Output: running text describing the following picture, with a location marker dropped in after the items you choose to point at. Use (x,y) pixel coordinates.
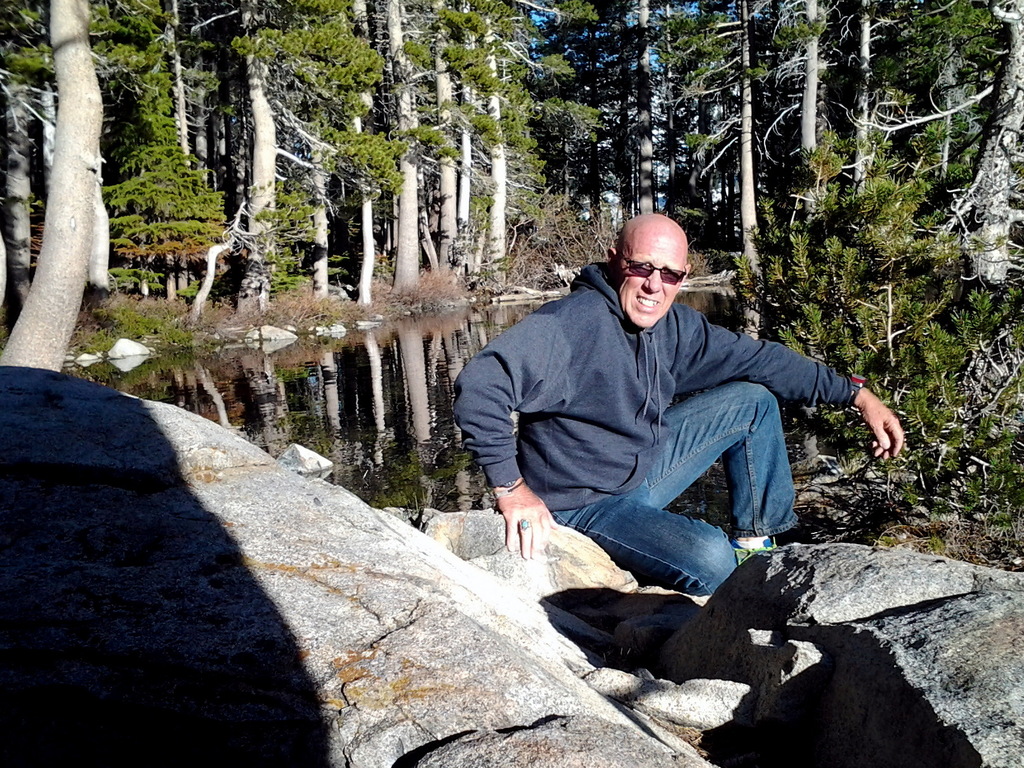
In the image we can see a man (650,462) wearing clothes (646,444), shoes (736,545), finger ring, wrist watch (860,389) and goggles (649,264) and he is sitting. Here we can see stones (256,334), rock (536,686), water (413,454) and the trees (498,173).
